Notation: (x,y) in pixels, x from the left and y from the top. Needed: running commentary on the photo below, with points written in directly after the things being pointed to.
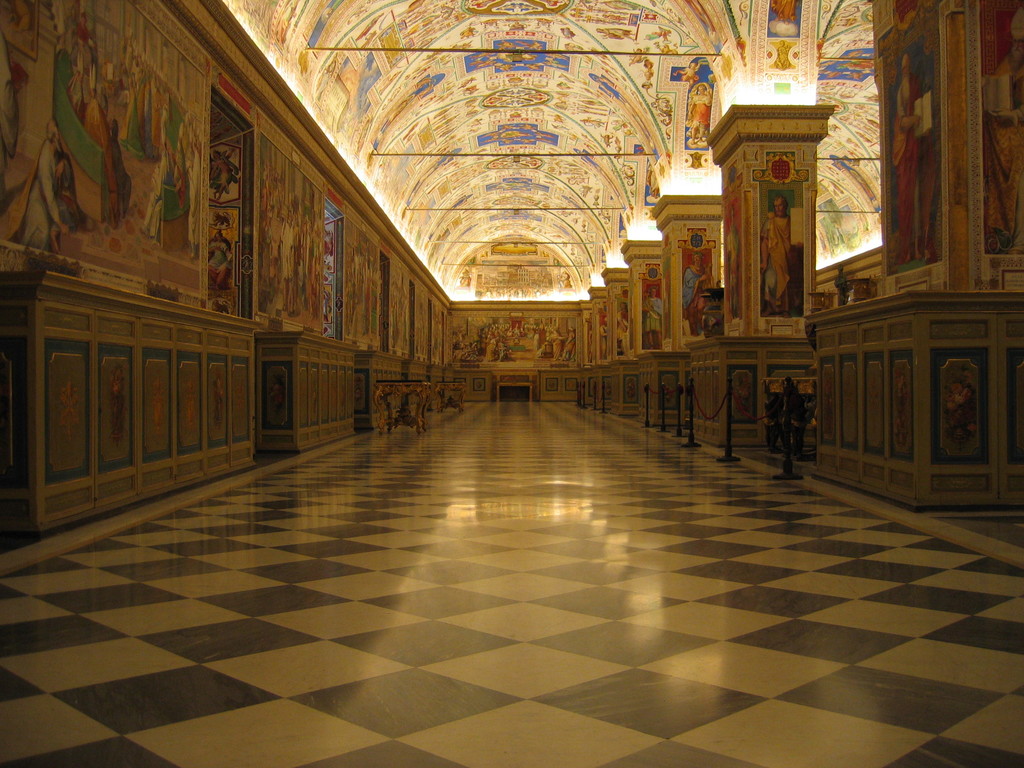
This picture is clicked in the museum. On the right side of the picture (990,235), there are many pillars (717,257). On the left side of the picture (167,345), we see tables (220,394) and a wall (144,203) which has paintings (416,298).
